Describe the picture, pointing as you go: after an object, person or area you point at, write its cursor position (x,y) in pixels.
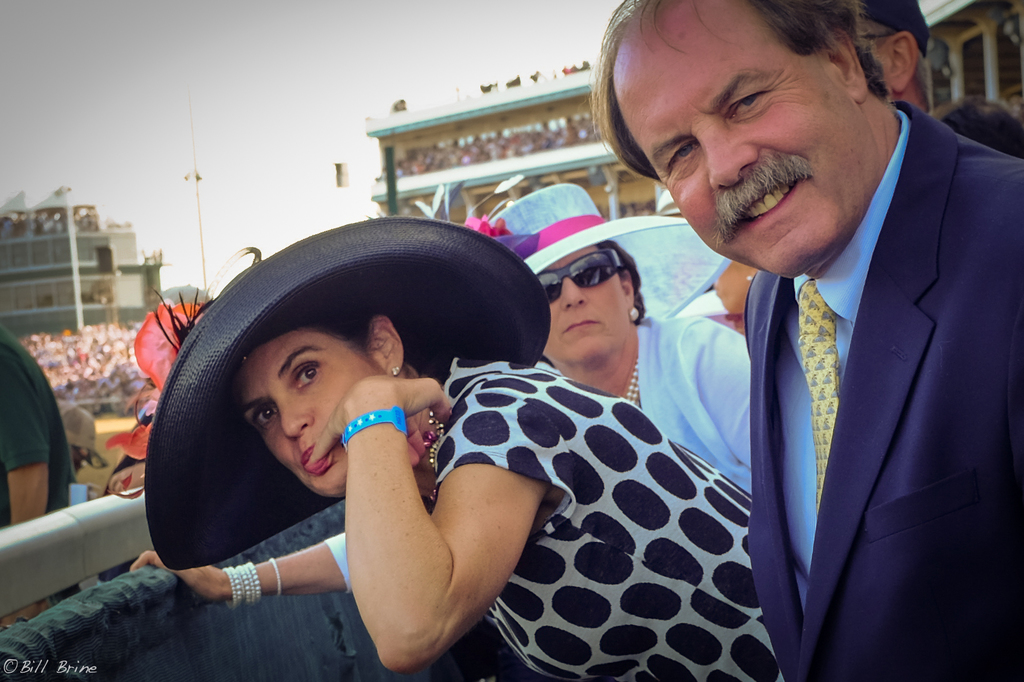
In this image in front (996,364) there are people (620,510). Behind them there are a few other people (76,335). In the background of the image (18,278) there are buildings (18,278), poles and sky (307,63). There is some text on the left side of the image (45,674).
